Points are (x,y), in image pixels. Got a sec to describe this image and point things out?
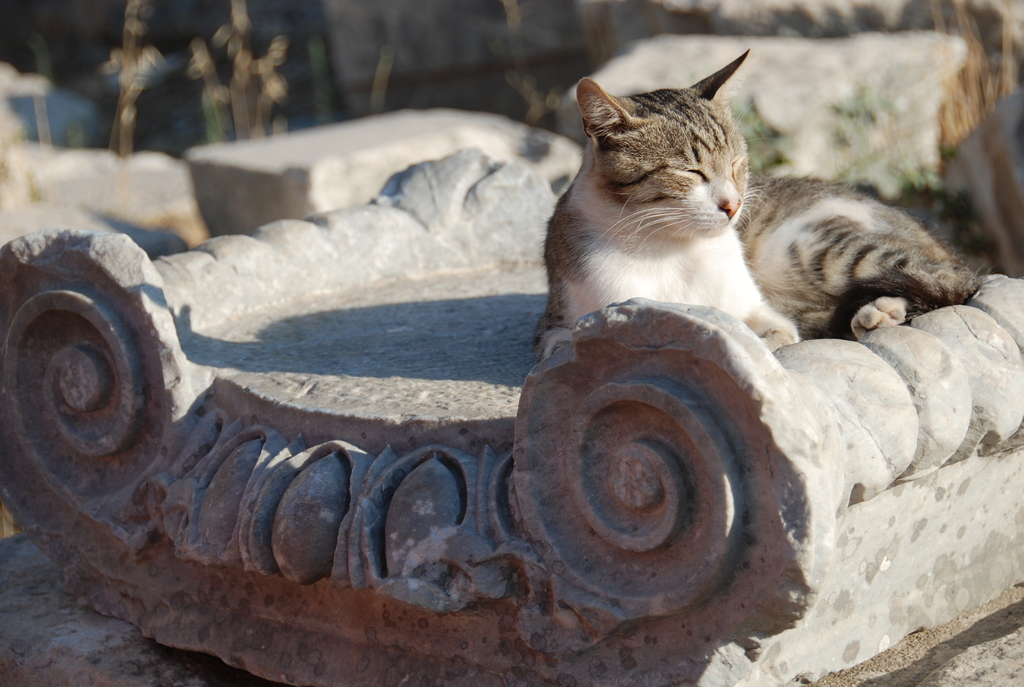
In this image we can see a cat (625,187) and also the concrete structures (401,269). The background (192,115) is blurred.
